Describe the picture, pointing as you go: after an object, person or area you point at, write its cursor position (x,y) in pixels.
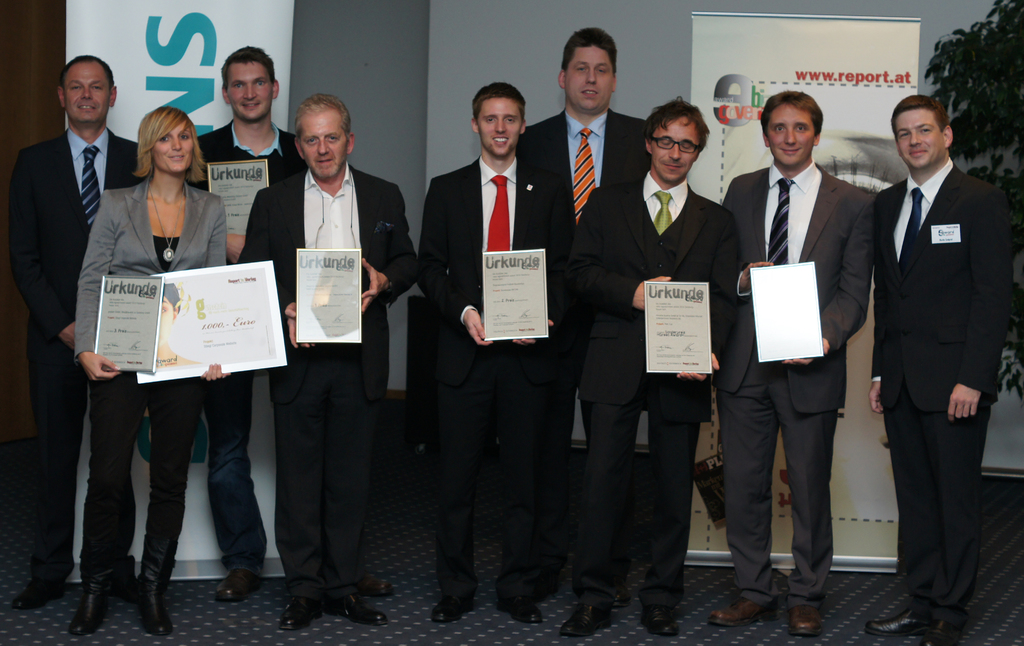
In this image I can see group of people (46,200) standing holding few certificates (223,266) in their hands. Background (806,41) I can see a white color banner (779,39) and wall (497,35) is in gray color.
